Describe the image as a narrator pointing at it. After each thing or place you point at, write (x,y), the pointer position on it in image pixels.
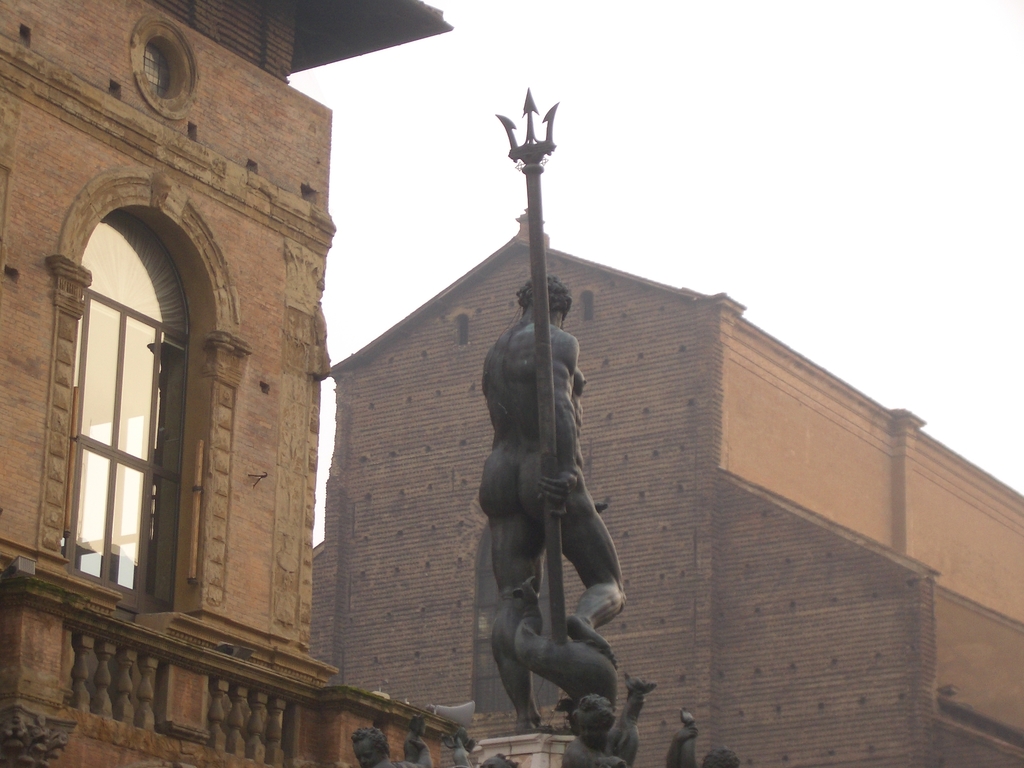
In the center of the image (526,353) there is a statue (623,765). In the background of the image (474,657) there are buildings (774,463). There is a window (167,291). At the top of the image (653,81) there is sky (734,127).
